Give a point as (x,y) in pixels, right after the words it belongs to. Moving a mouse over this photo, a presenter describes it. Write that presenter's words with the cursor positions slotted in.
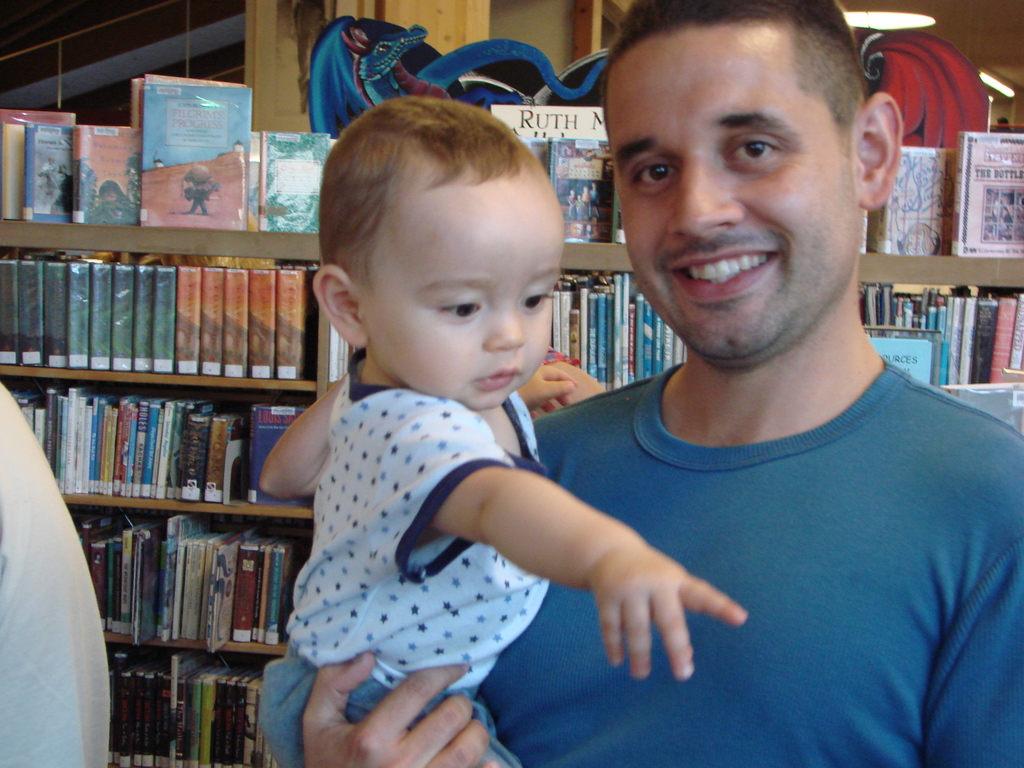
In this image there is a man (735,536) standing. He is holding an infant (383,523) in his hand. Behind him there are many books (191,224) in the rack (191,648). In the top right (911,20) there are lights (911,19) to the ceiling (1015,76). In the top left (120,37) there is a railing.
